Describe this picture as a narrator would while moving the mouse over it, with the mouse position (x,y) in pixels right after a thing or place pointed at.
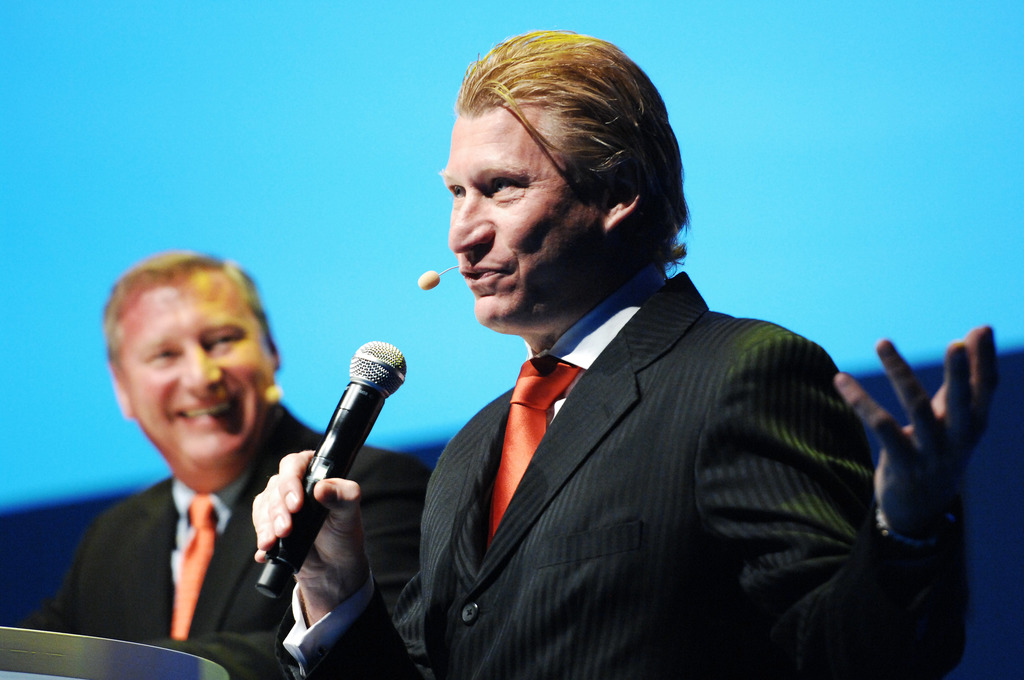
In front of the image there is a person (542,480) holding the mike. Beside him there is another person (286,425) having a smile on his face (186,441). In front of them there is a podium (202,671). Behind them there is a screen (292,47).
